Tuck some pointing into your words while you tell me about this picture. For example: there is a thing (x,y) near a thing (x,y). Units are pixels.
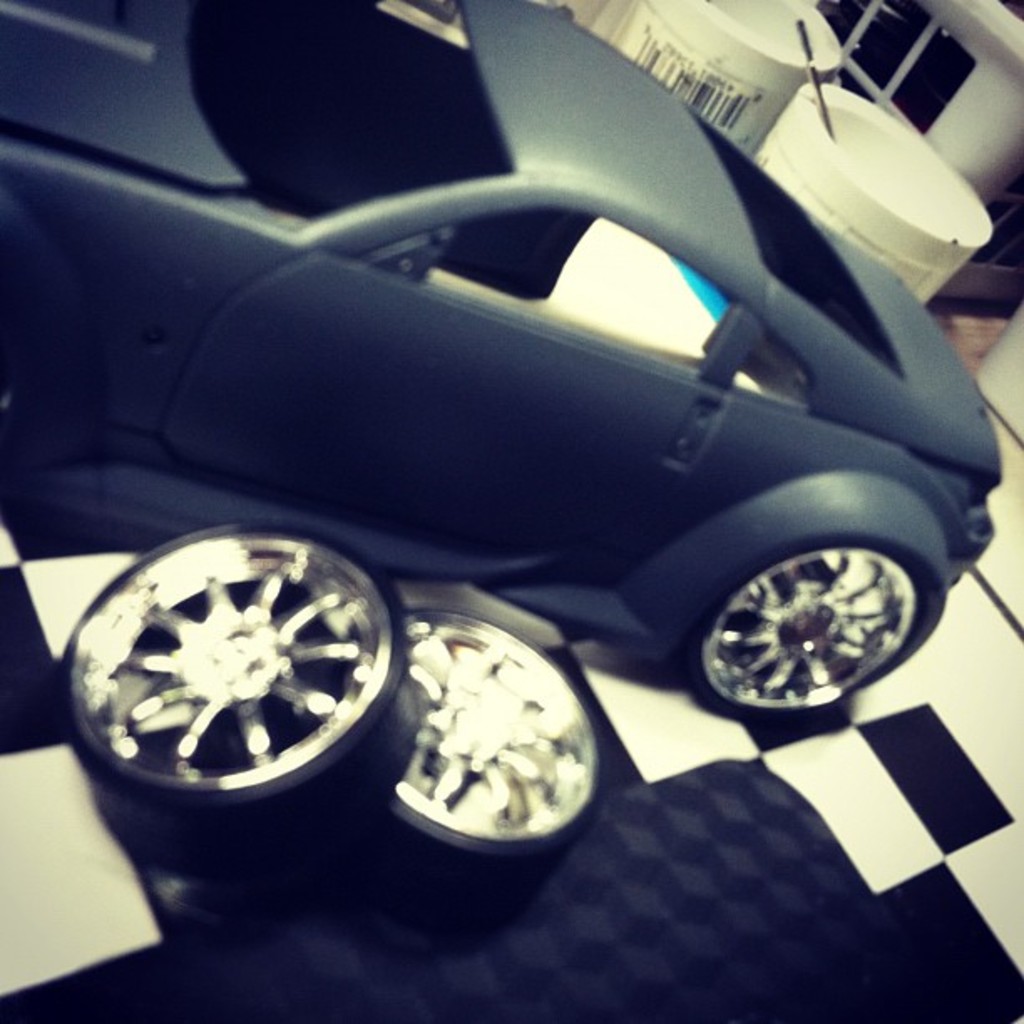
In this picture I can see a toy car (530,515) and toy wheels (475,701) on an object (999,854), and in the background (952,219) there are some objects (984,204).
